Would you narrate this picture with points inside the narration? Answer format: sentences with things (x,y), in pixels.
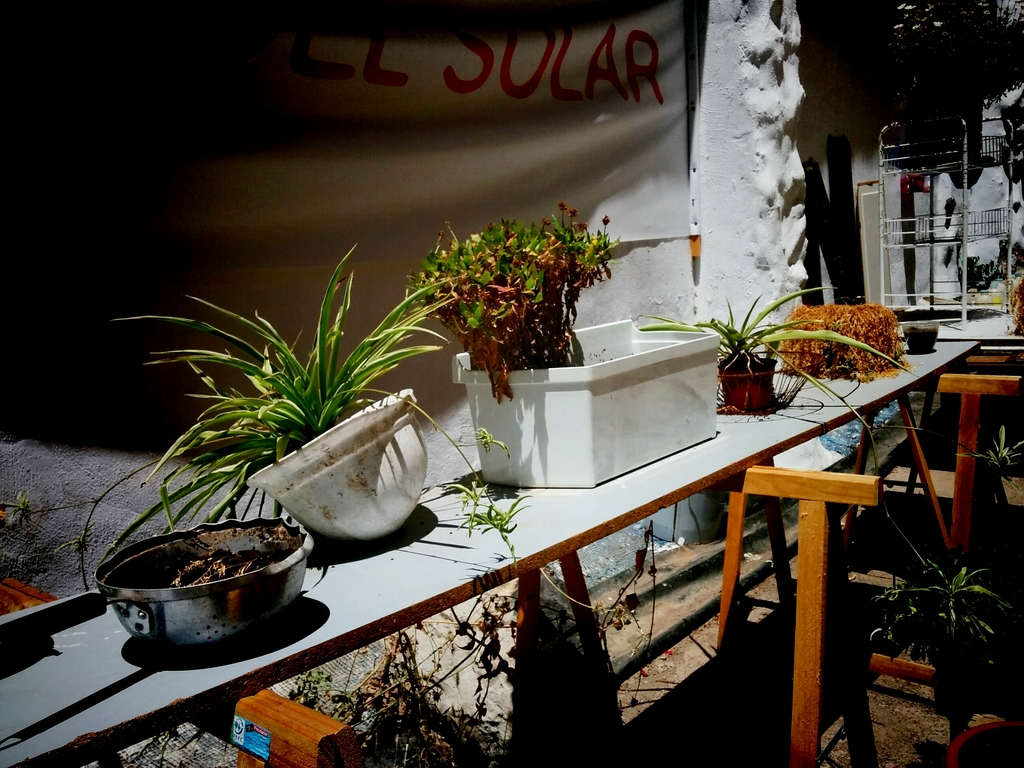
This picture shows a table (21,757) and few plants (797,331) on it and we see a banner (362,294) on the back (630,109).
